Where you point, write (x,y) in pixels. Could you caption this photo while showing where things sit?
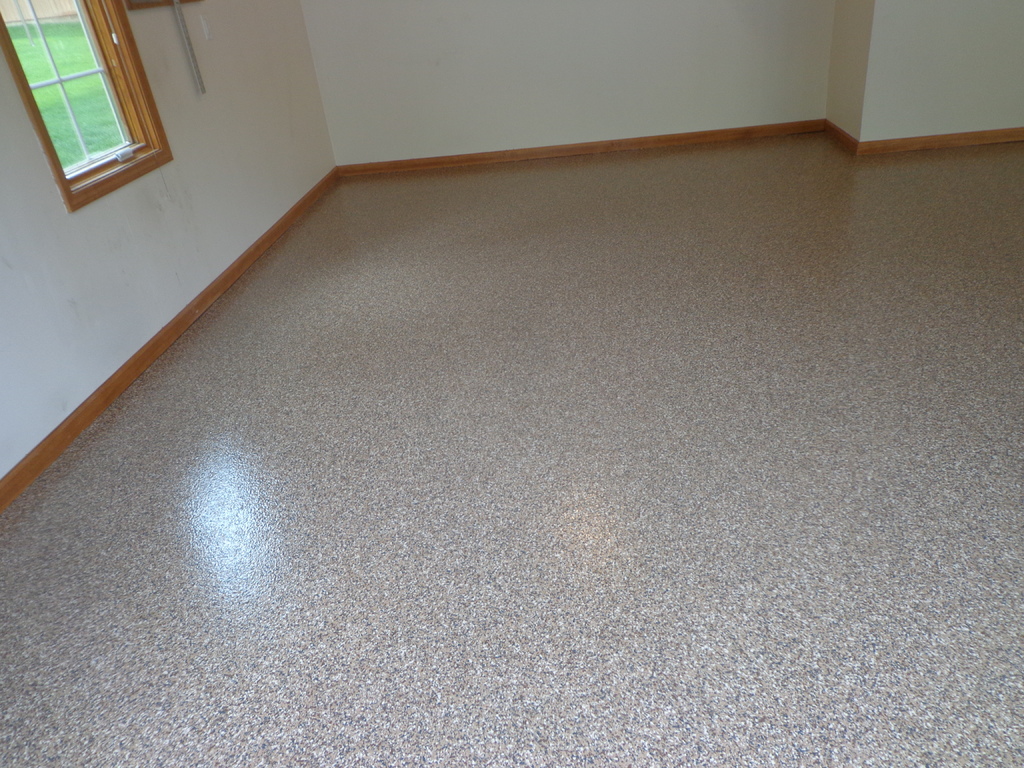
This picture is clicked inside the room (512,524). On the left corner (73,43) there is a window (130,90) and through the window (78,136) we can see the outside view (73,48). In the background (578,84) there is a white color wall (668,62) and we can see the ground (591,551).
